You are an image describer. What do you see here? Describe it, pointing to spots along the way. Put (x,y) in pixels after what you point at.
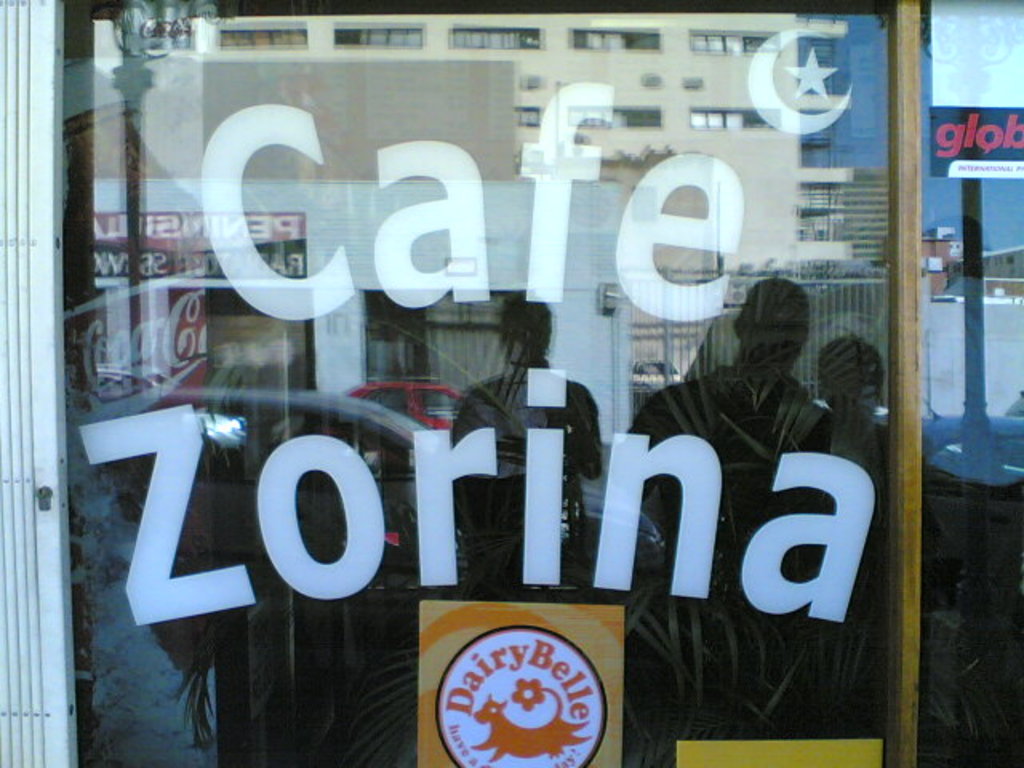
In this picture there is a coffee store (581,291) in the center of the image (519,297), on which there are posters (966,138) and there are people (798,311), cars (331,423), and buildings (374,193), which are reflecting in the mirror (354,337).
